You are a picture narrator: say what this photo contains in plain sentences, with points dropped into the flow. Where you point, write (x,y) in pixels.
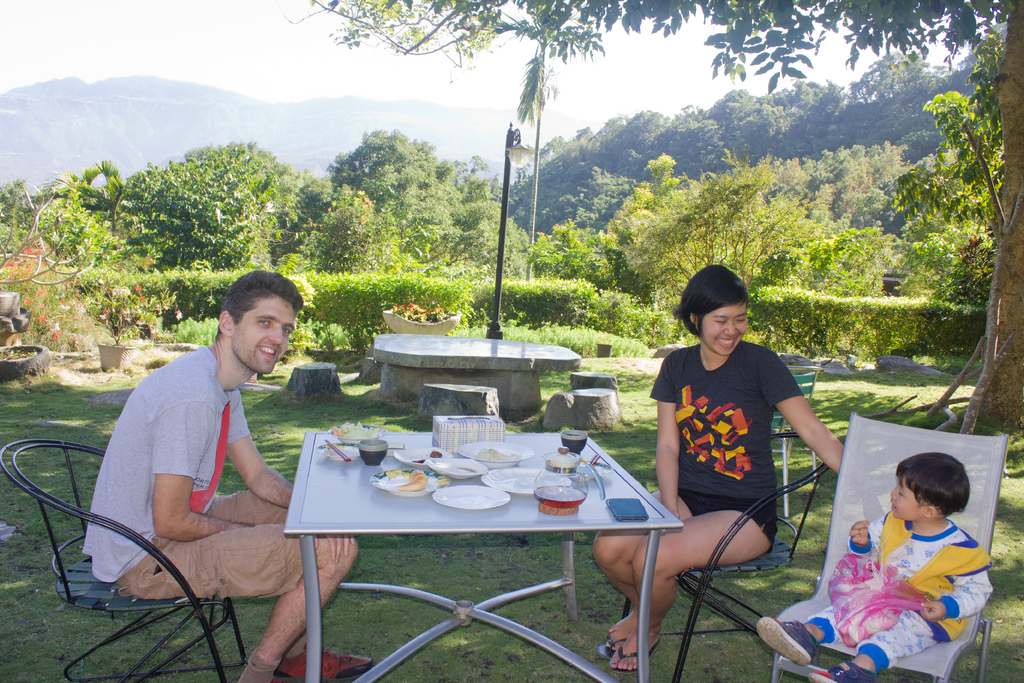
There is a ground (440,616) of grass (371,541), there is a table (369,519) on that there is some food items (437,453) and cups (579,452) and mobile (623,508), there is a man (140,469), woman (705,417), and a kid (759,619) sitting on the chairs (883,479) and in the background (492,239) there are some trees (199,202), plants (80,318) and there is lamp (507,186) of steel rod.
